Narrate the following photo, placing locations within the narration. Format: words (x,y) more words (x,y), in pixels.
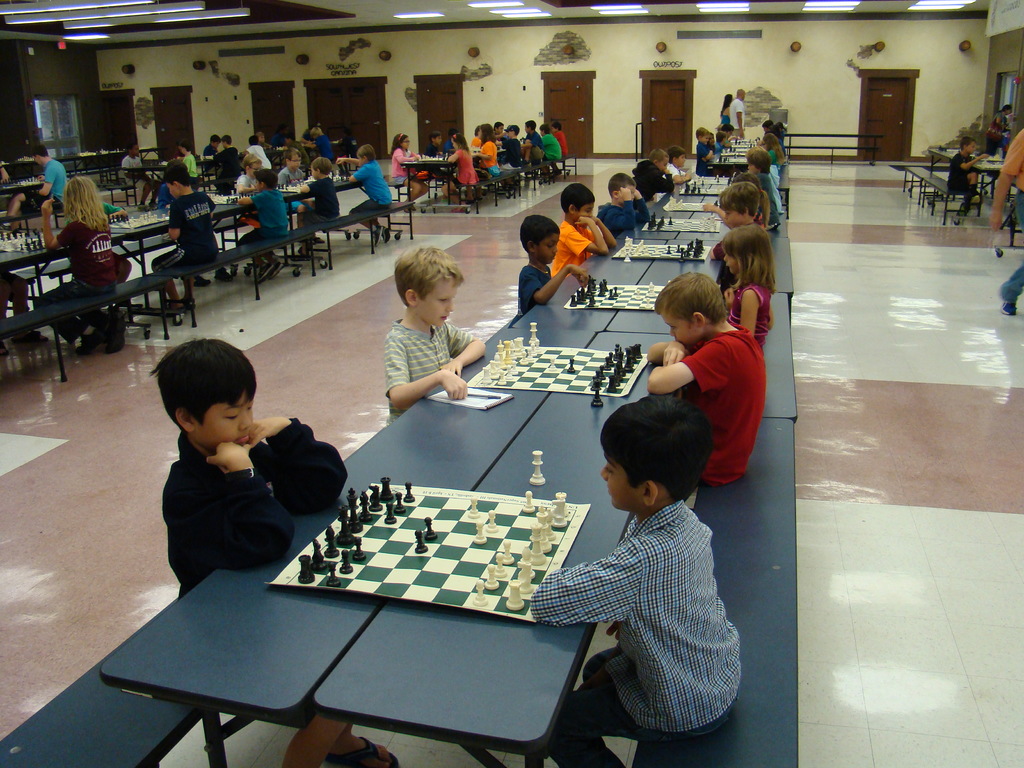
In this image there are group of people (695,660) sitting on the bench (743,617) and playing chess (498,516). At the back (117,110) there are doors (129,106), at top (74,24) there are lights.
